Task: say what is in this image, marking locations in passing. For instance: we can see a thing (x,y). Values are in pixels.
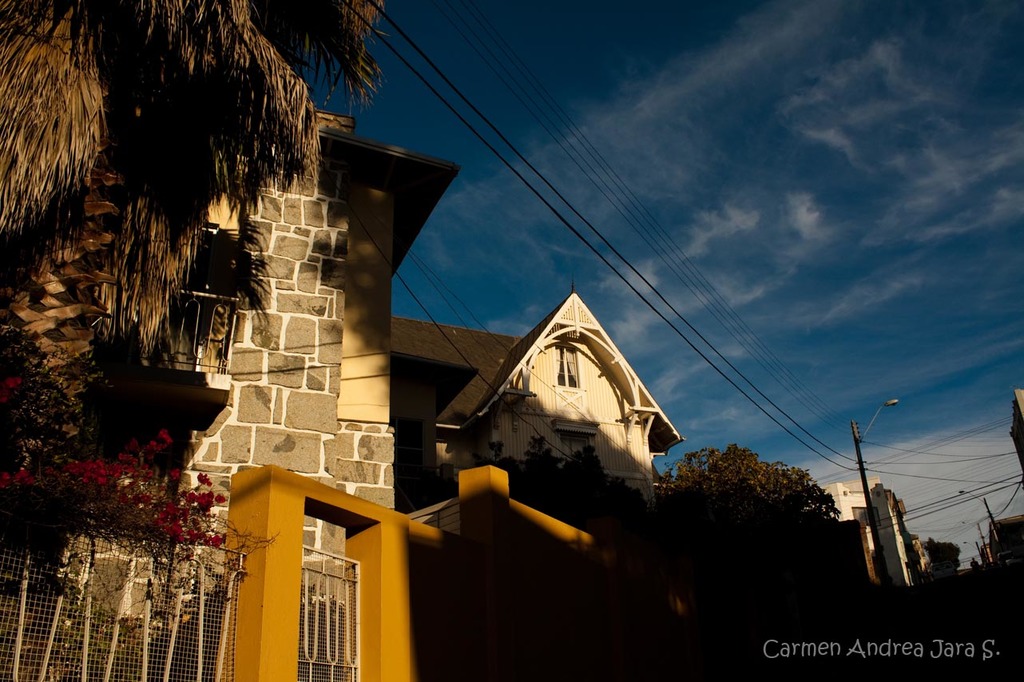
In this image, I can see the buildings (217,362), trees (784,482), street lights (862,437) and current wires (807,429). At the bottom left side of the image (112,617), I can see a fence (193,606). In the background (618,308), there is the sky (884,263). At the bottom right side of the image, I can see the watermark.
